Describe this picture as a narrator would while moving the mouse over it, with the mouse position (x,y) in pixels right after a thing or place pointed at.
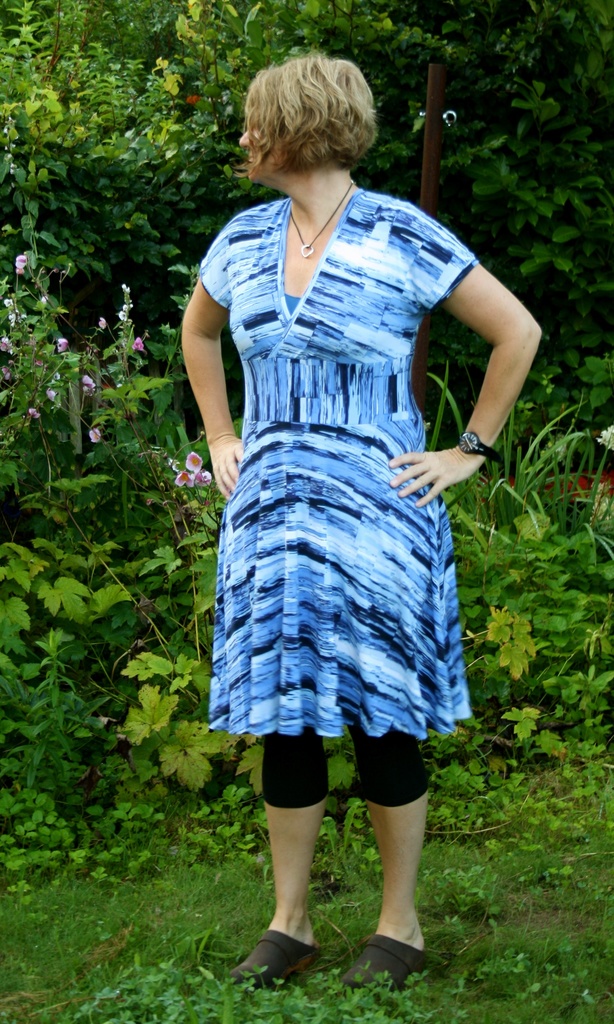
In the foreground of the picture (86,971) there are plants (120,633), flowers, grass (238,871) and woman (333,376) in blue dress (303,472). In the background (318,36) there are trees (591,217) and plants (549,358).
